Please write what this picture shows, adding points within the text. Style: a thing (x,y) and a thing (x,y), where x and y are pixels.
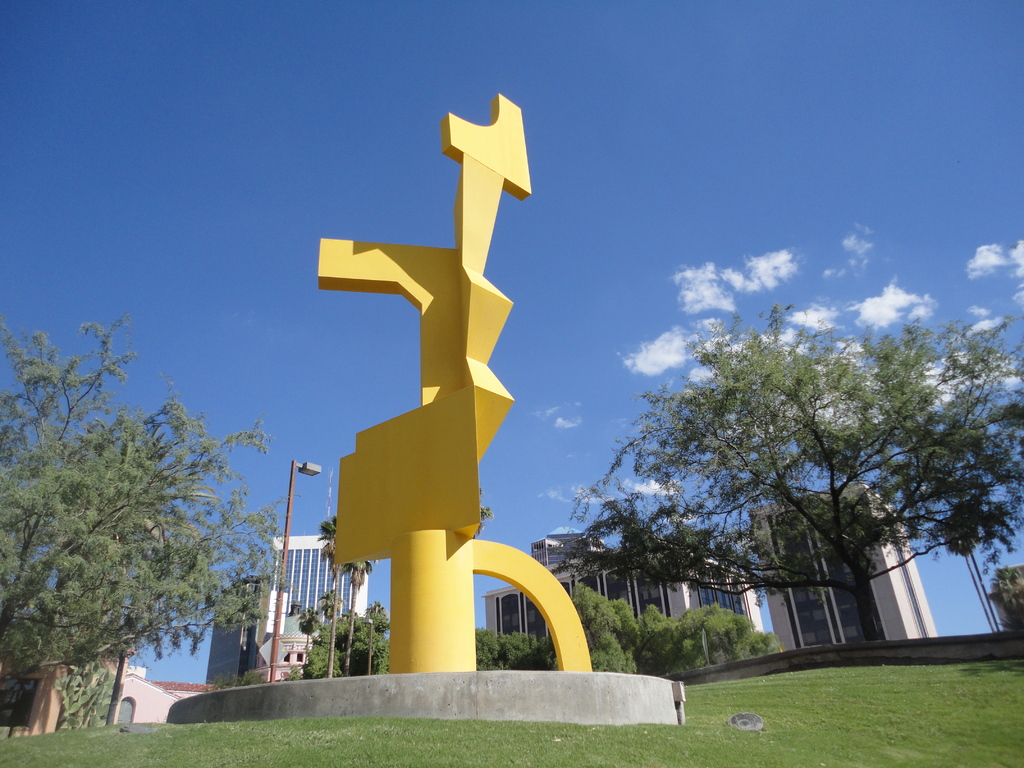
This picture is clicked outside. In the foreground (798,698) we can see the green grass (49,740). In the center (460,301) there is a yellow object (452,576). In the background (827,177) we can see the sky (614,344), buildings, trees (959,503) and a light (307,473) attached to the pole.
